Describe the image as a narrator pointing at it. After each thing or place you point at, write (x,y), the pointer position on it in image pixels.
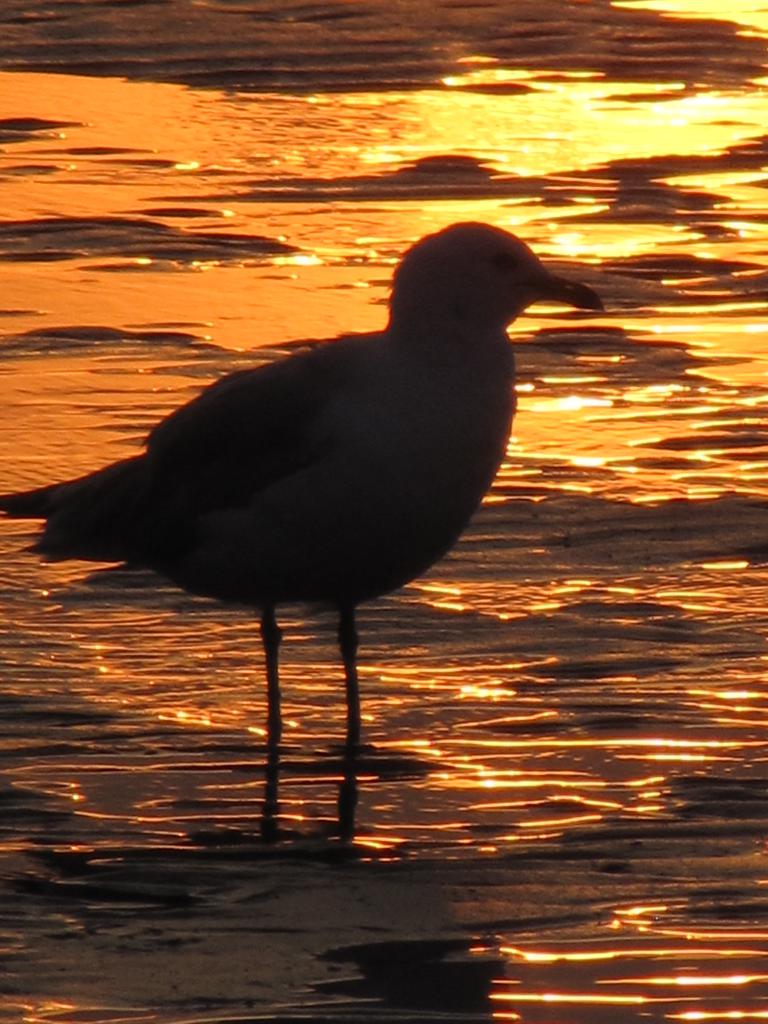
In this image we can see the bird (319,372), and the water (543,403).
